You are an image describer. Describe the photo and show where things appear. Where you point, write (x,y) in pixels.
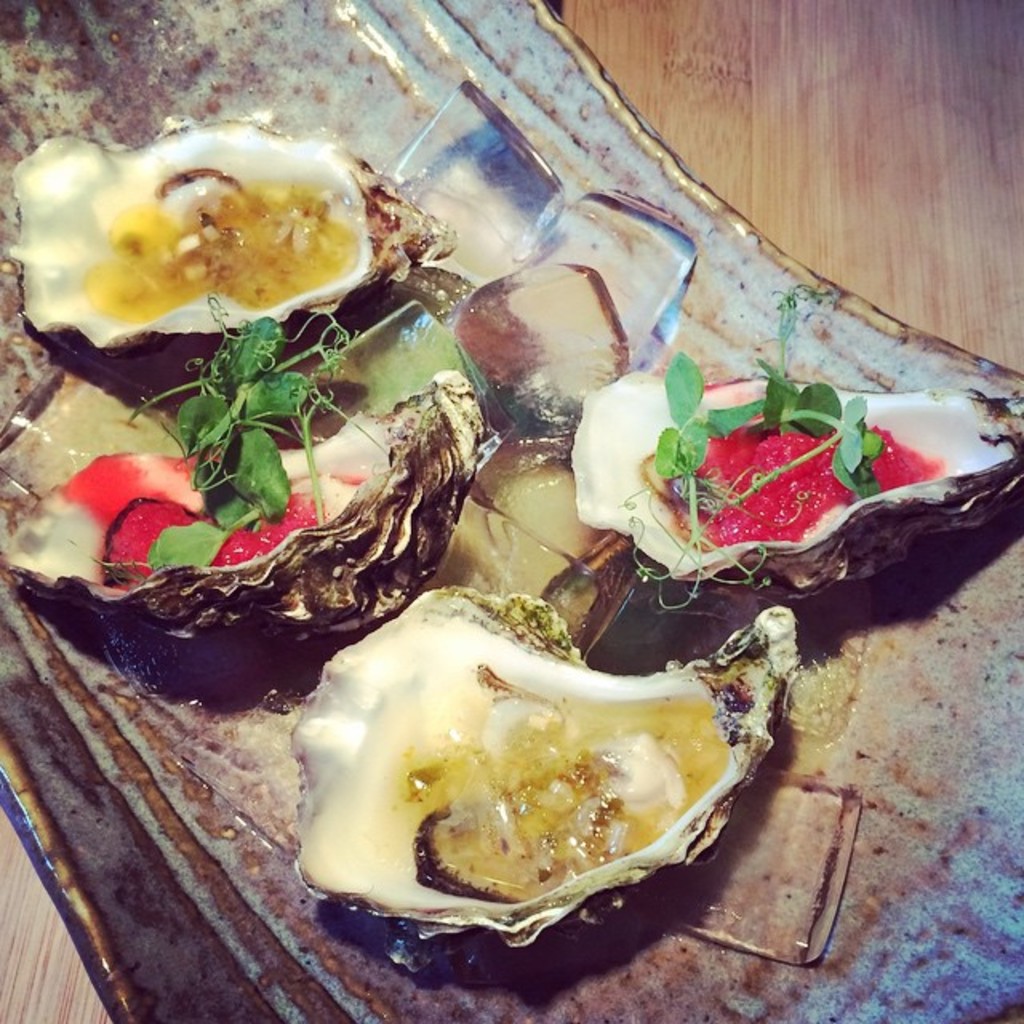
Here I can see oysters (338,464), leaves (875,438), ice cubes (565,336) and some other objects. These are placed on a wooden surface (808,132).
